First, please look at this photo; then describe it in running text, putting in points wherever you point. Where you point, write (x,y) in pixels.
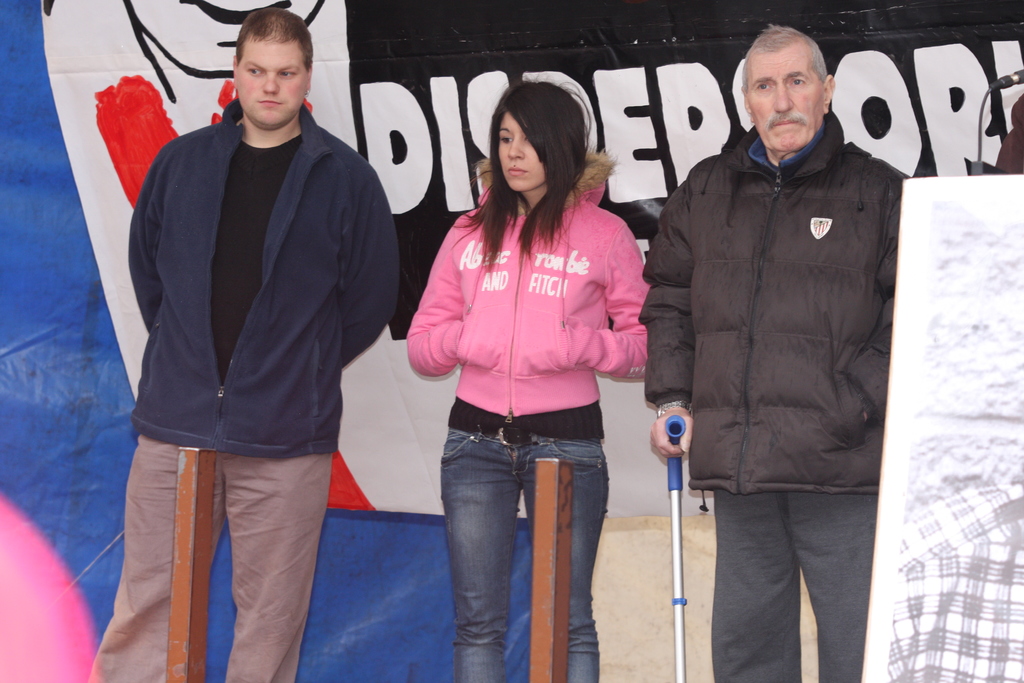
In this image there are two men (690,220) and a woman (535,244) standing. The man (687,424) to the right (692,456) is holding a stick (677,493) in his hand (676,412). Behind them there is a plastic sheet (510,55). There is text (668,79) on the plastic sheet (891,77). In the top right (1006,78) there is a microphone (1006,78). To the right (995,356) there is a board (970,474).
